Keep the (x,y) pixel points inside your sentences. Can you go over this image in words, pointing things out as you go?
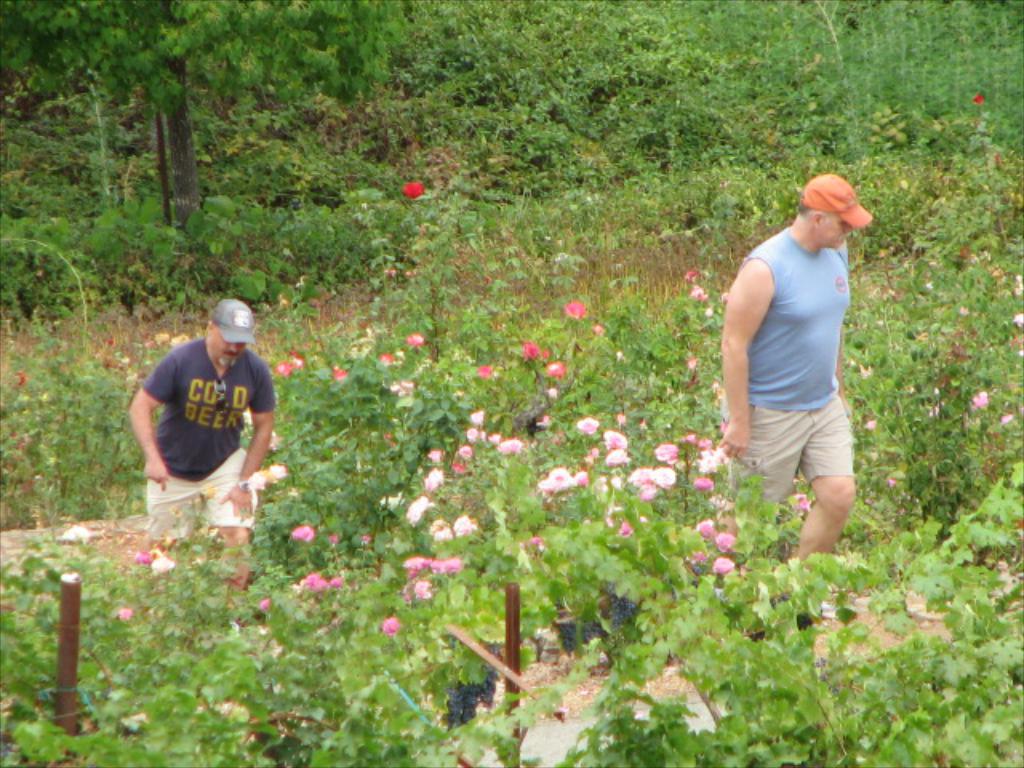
Here we can see two people (207,392). To these plants (663,405) there are flowers (651,495). Background there are trees (103,0).
